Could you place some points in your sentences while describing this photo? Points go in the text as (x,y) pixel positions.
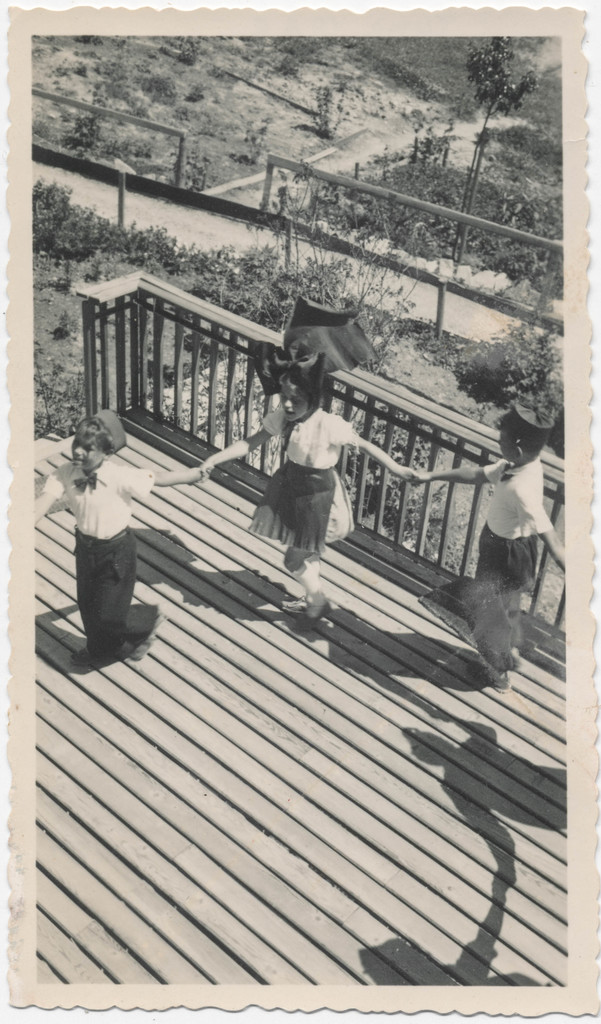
In this image, we can see a poster (70,971) which is black and white in color and there are three members (275,509) who are playing, at the back of them there is a fencing (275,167) and behind the fencing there are some plants (431,152).
